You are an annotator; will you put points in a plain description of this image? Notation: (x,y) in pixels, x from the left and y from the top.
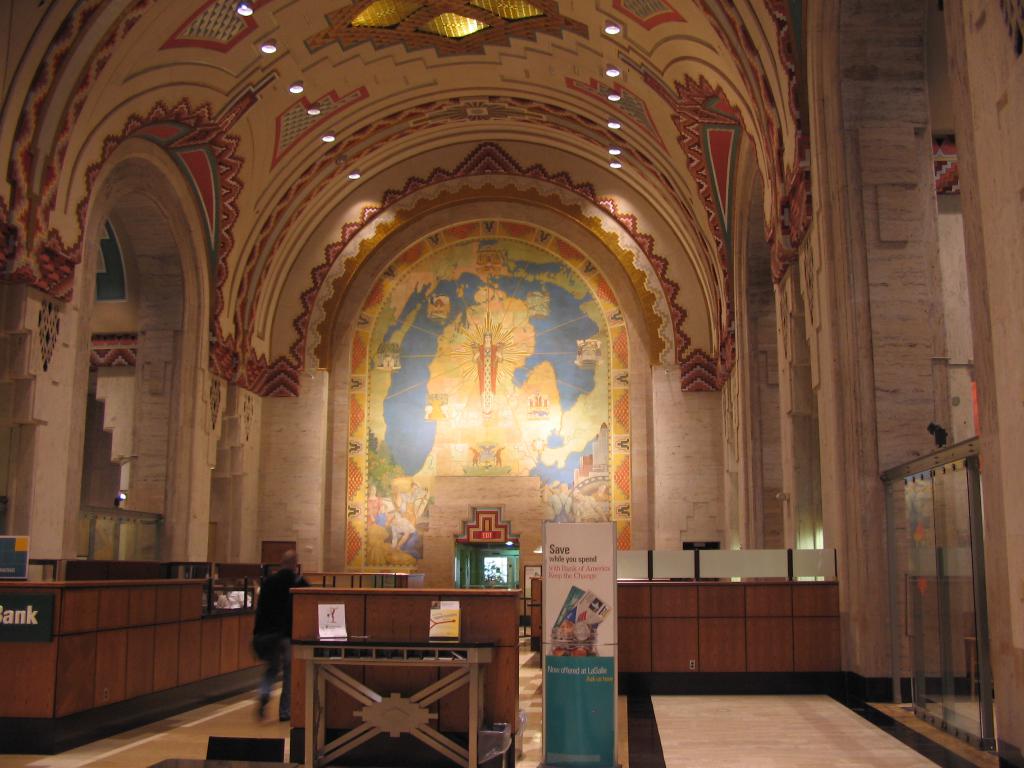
I think this picture was taken inside the building (553,425). This looks like a wall painting (408,357), which is on the wall (290,505). These are the ceiling lights (617,166), which are attached to the ceiling (619,135). Here is a person (287,648) walking. This is a kind of banner (570,683). I think this is a wooden table (467,659). On the left side of the image (40,614), I can see a board (17,624), which is attached to a wooden board (59,624). On the right side of the image (927,663), that looks like a glass door (933,574).
